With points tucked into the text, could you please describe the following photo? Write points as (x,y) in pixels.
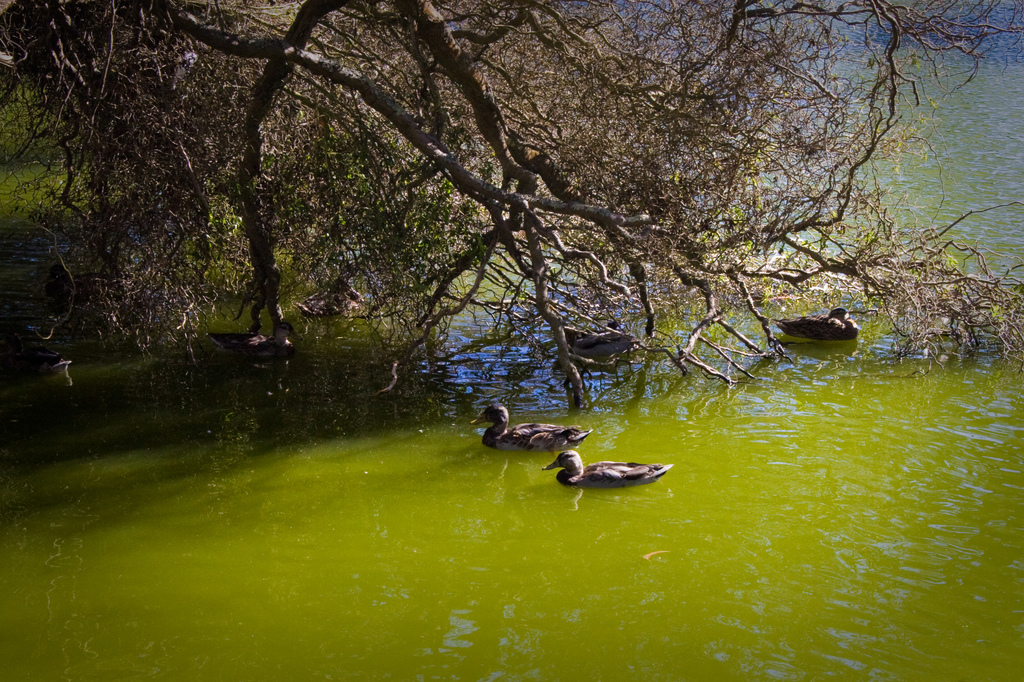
In this image I can see few birds (633,463) in the water (592,452). I can see the water (536,578) in green color. In the background (77,84) I can see many trees (82,85).
